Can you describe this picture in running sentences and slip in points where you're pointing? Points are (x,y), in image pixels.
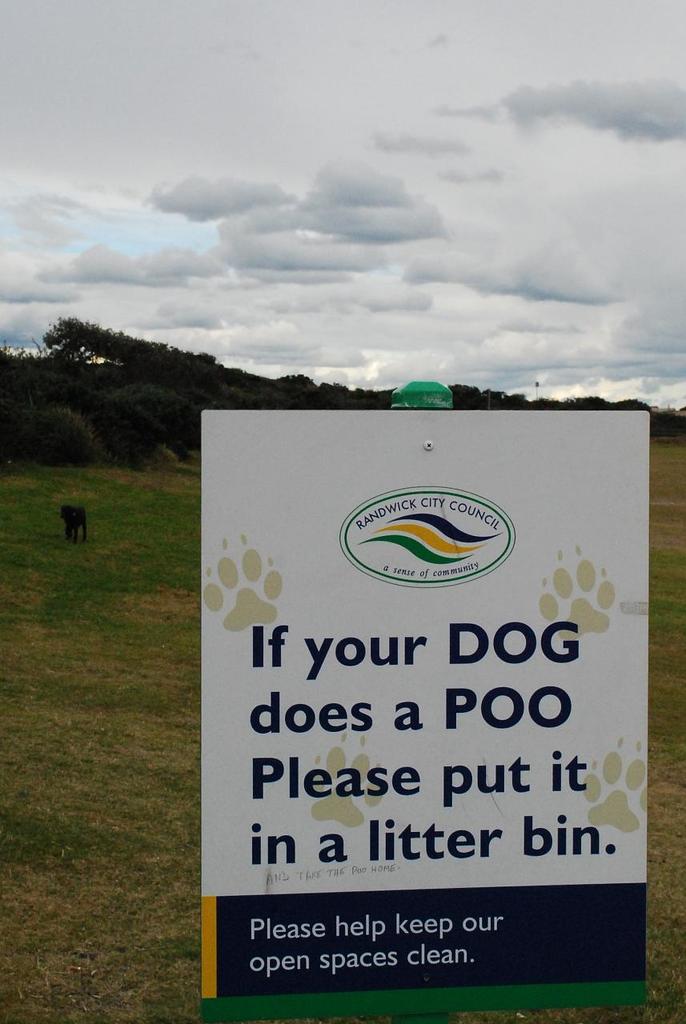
In this picture we can see a board (267,520), animal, grass (107,594), trees (145,420) and in the background (425,156) we can see the sky (320,205) with clouds (304,157).
